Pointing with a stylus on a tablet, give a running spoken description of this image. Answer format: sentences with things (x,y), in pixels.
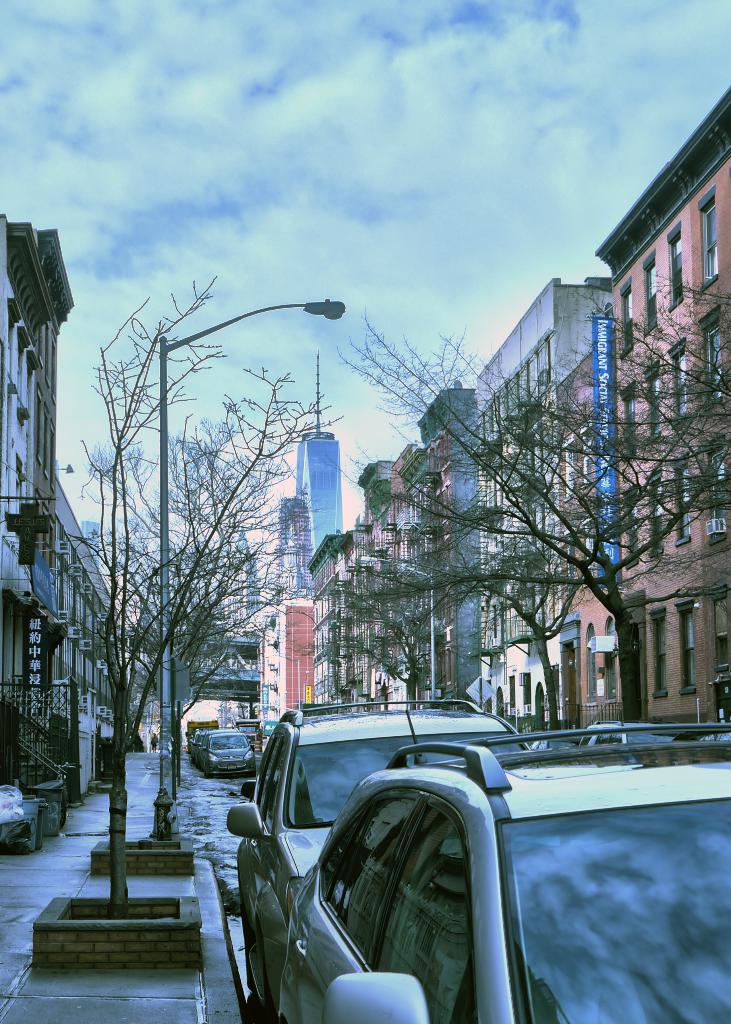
In this image there are cars (447,741) on the road (223,800), besides the road (225,810) on the pavement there are lamp posts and trees (514,549). In the background of the image (457,690) there are buildings (463,539). At the top of the image (439,208) there are clouds (431,169) in the sky (357,253).
